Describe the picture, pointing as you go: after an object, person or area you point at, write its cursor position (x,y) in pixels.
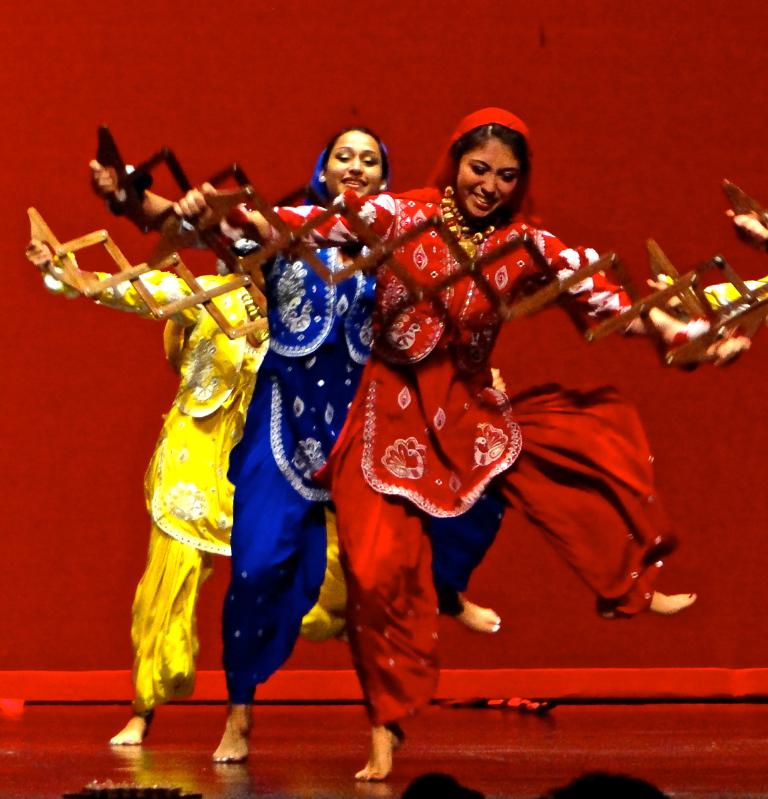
This image consists of some women (306,424). They are wearing different color dresses (228,455). They are dancing.
